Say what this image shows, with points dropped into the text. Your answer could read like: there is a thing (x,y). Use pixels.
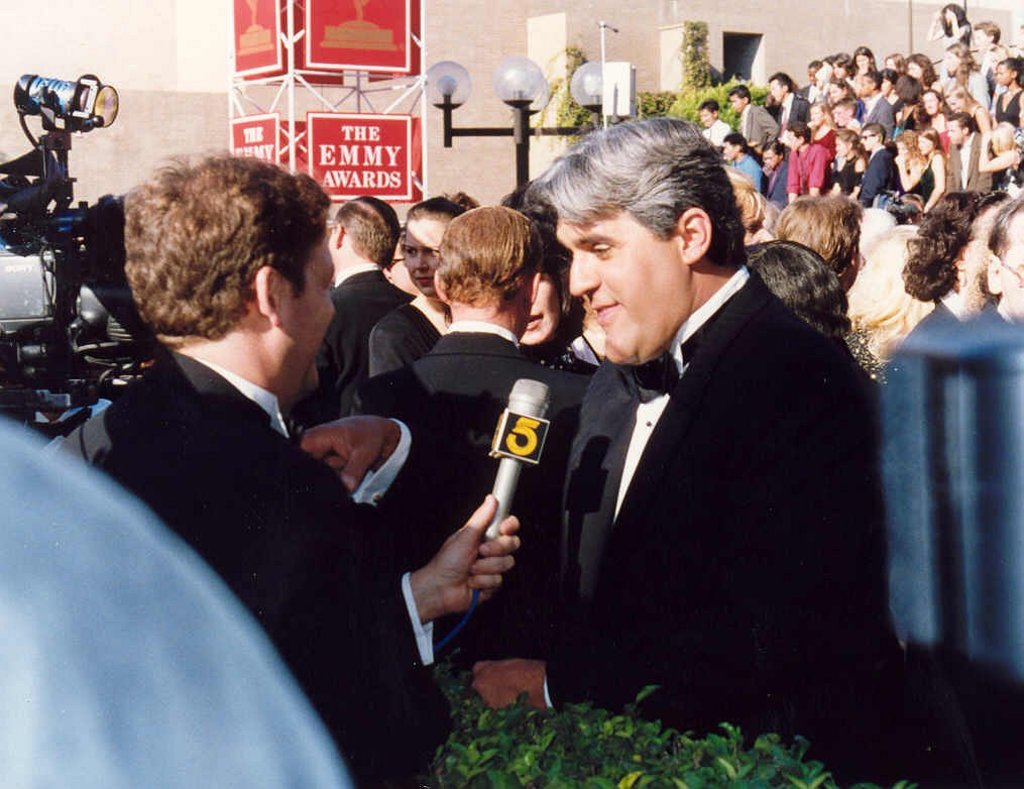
In this image we can see there are so many people (719,403) are standing, in these one person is holding a mic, beside the person's (535,203) there are some lights (599,71) and some board (328,135) which is in red color.
